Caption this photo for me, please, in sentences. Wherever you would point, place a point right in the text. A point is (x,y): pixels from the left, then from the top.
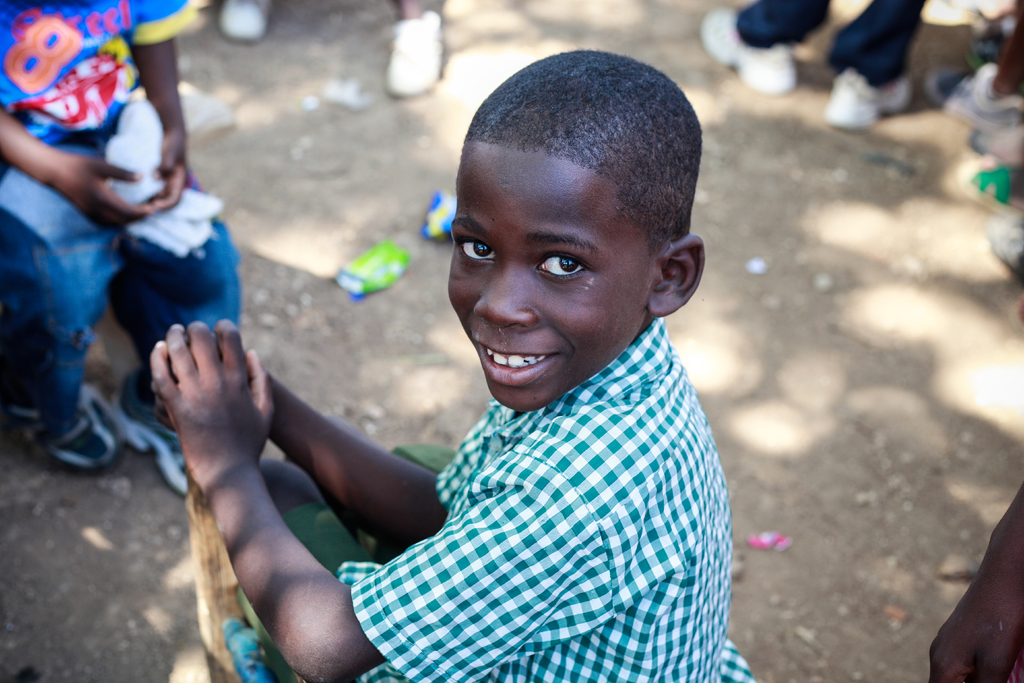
In this picture we can see a boy (562,496) is smiling. On the right side of the image (993,568), there is a person's hand (982,601). On the left side of the image (87,244), there is a kid (49,177). At the top of the image (421,27) there are legs (874,26) of the people (809,24).
